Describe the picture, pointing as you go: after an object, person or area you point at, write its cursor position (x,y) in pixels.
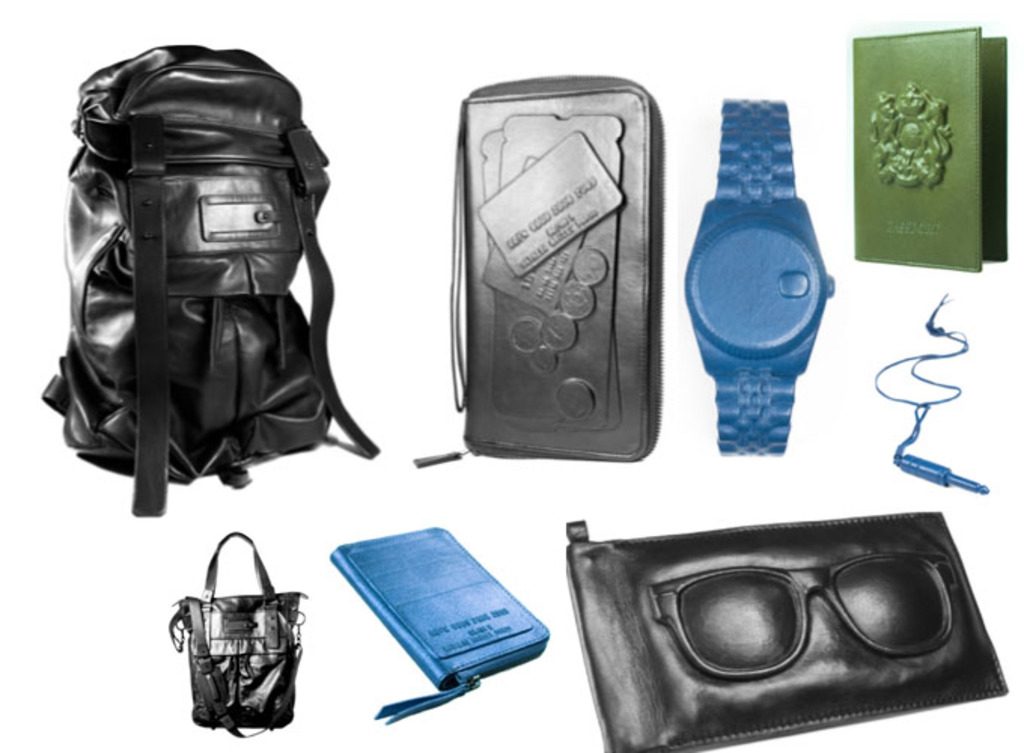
This picture contains a bag (173,296) which is black in color and a wallet (497,242). Beside that, we have a watch (740,275) which is blue in color and a book (908,138) in green color and on bottom of the picture (218,552), we see a bag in black color and a purse (446,621) in blue color.
